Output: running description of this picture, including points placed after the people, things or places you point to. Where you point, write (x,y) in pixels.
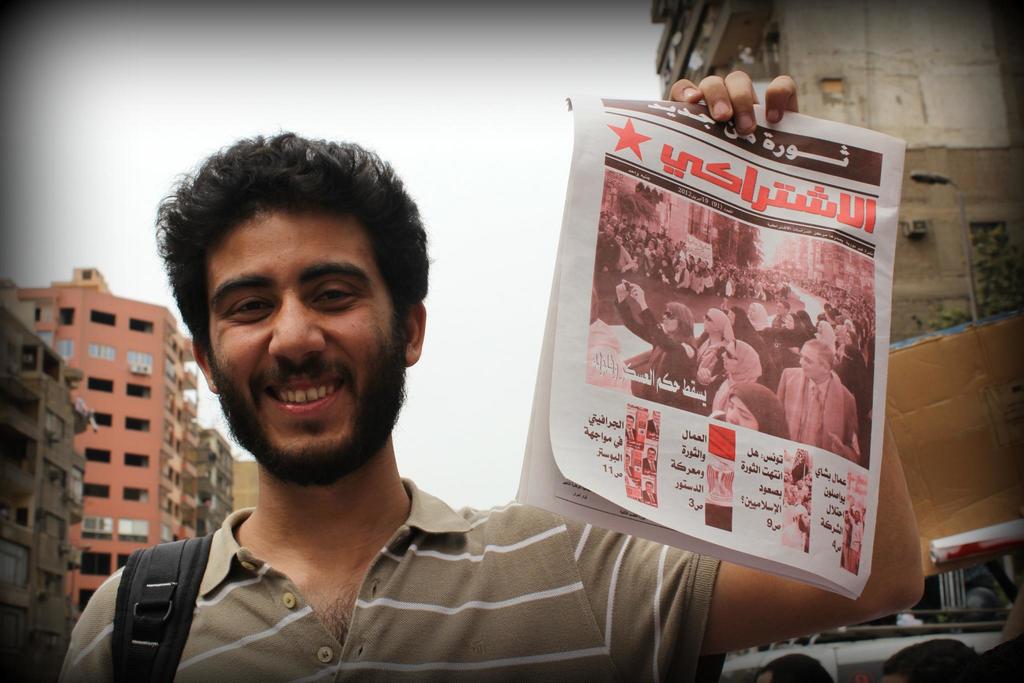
In this image there is a man (630,595) holding a poster (827,365), in the background (57,499) there are buildings (104,453) and the sky (92,247).
